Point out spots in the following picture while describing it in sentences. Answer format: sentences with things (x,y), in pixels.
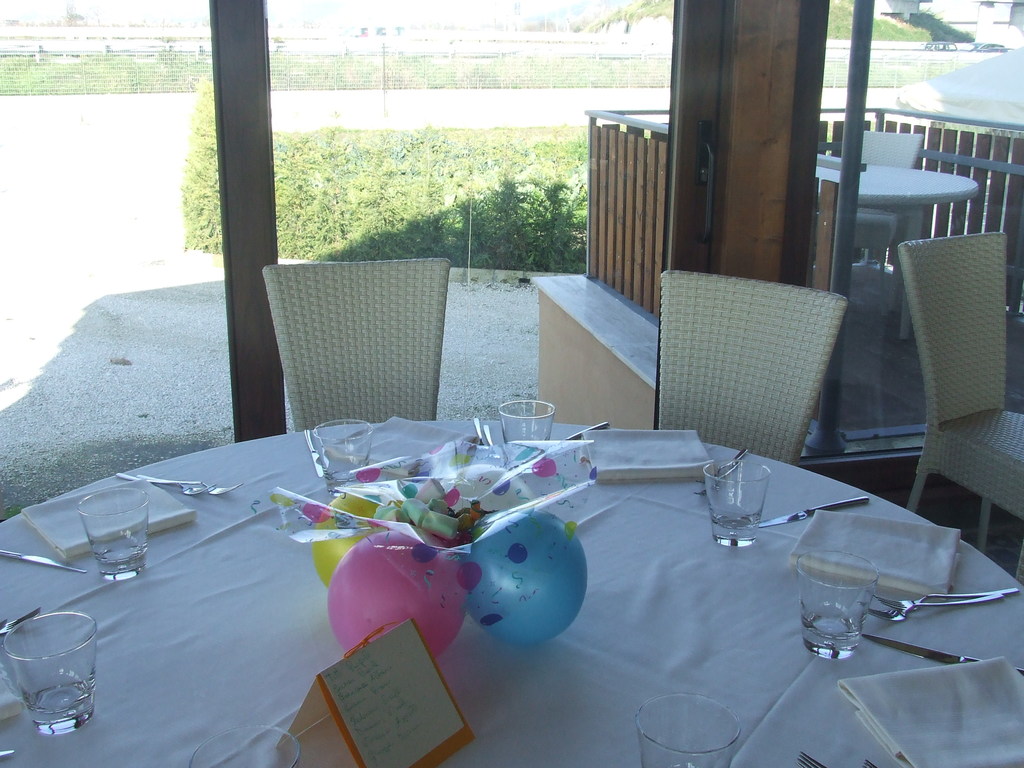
In this image i can see table (484,626) on which there is a table cloth (668,628), a board (397,715), few glasses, few spoons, few forks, few knives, few clothes (647,480) and few balloons (516,560). I can see chairs (406,374) around the table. In the background (552,125) you can see the glass (89,202) through which I can see few plants (383,184), the railing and few buildings (1009,15).
